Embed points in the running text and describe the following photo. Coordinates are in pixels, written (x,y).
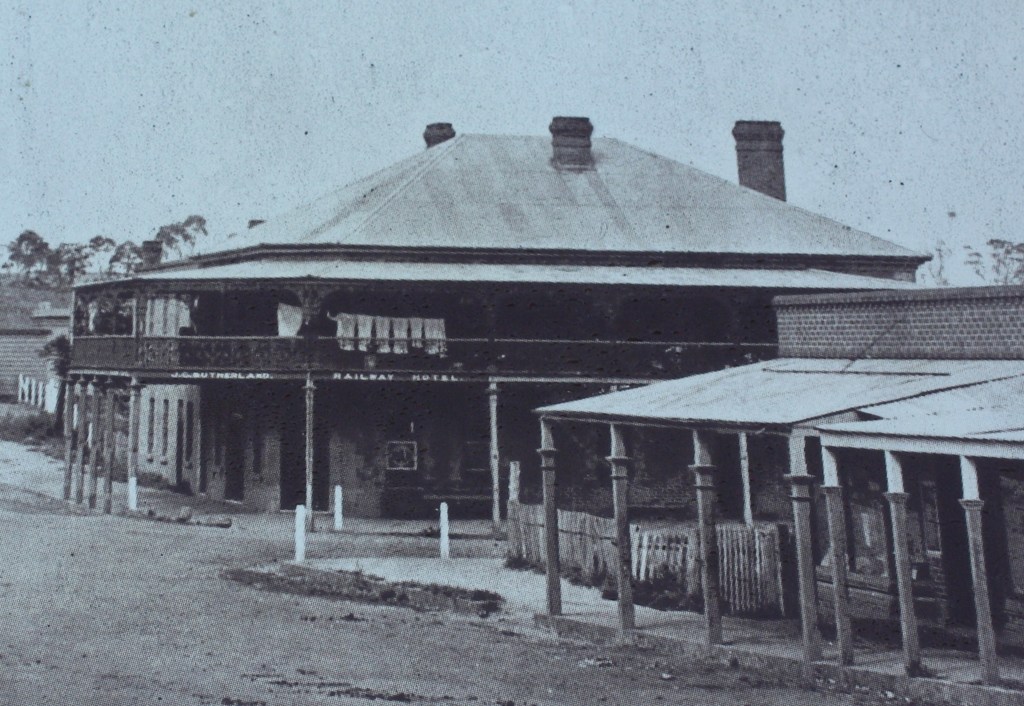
In the picture we can see a black and white photograph of a house (358,205) with pillars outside it and beside it, we can see a shed (1014,353) with some pillars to it and near to the house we can see a muddy surface (337,655) and in the background (877,19) we can see some trees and sky (909,214).
